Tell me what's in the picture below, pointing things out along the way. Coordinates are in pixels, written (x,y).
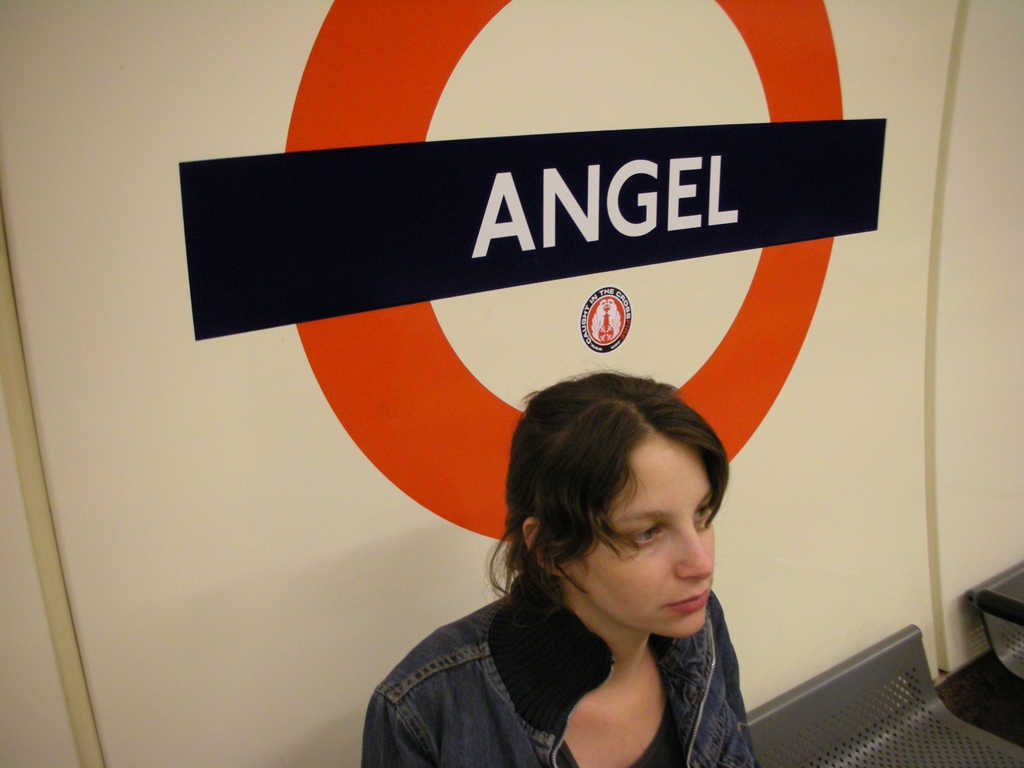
This picture is clicked inside. In the foreground (541,594) there is a person (599,710) wearing a jacket (466,712) and sitting on the bench (870,727). On the right corner (992,642) there is a metal object (985,618). In the background (85,206) we can see the wall (24,406) and the banner (262,313) on which we can see the text (597,207) is printed.
